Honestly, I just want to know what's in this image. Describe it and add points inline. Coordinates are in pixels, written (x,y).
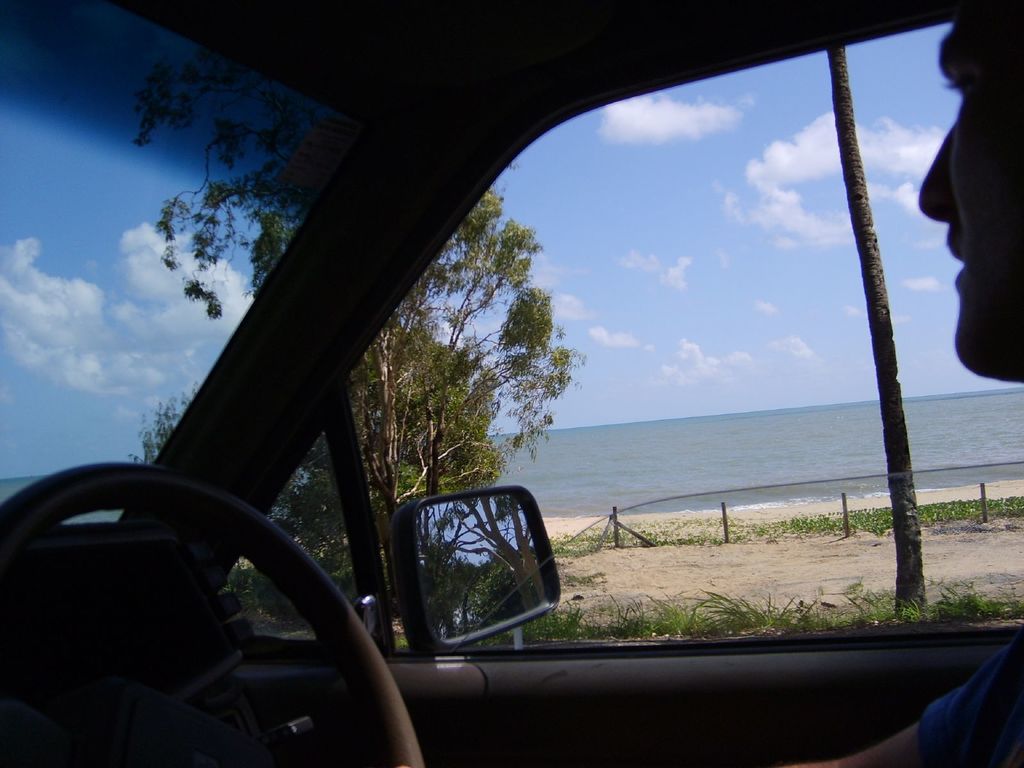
The picture is captured inside a car (151,473), there is a man (975,669) sitting in front of the steering (170,473). Outside the car (256,440) there are trees (468,392), plants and behind them there is a sea (775,415).
